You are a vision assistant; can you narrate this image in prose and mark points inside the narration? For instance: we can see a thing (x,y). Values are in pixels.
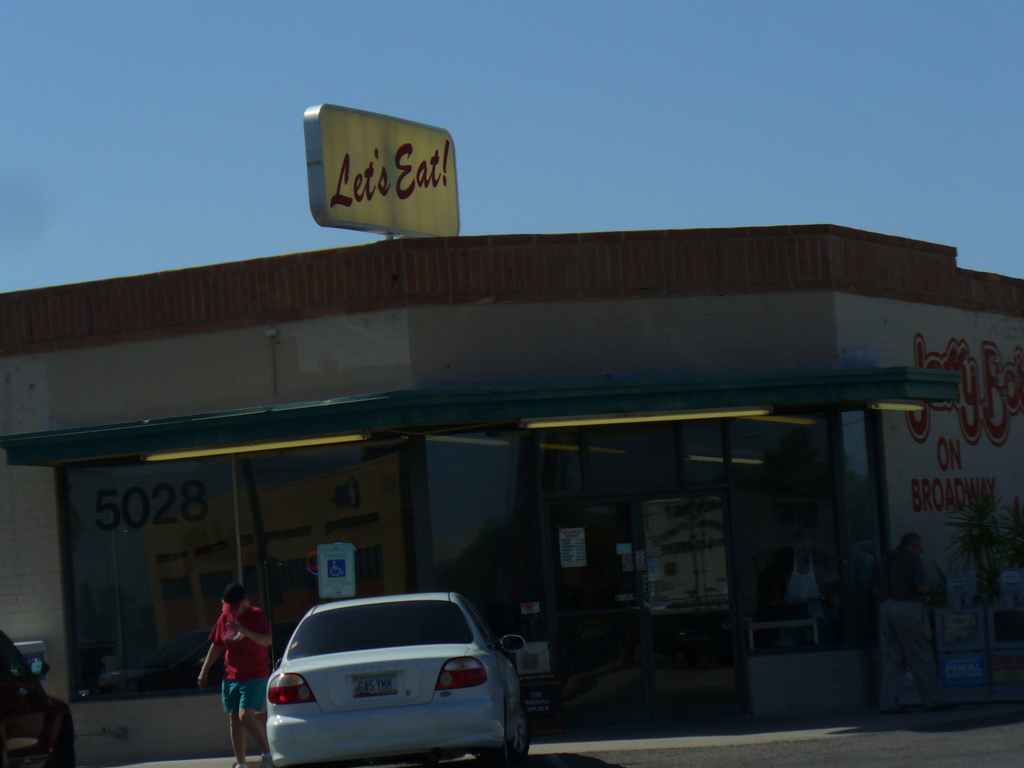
In this image we can see a building (232,484) with doors (696,497) and glass walls (300,535). On the building (946,451) something is written. Also there is a board (339,218) with something written. In front of the building (968,450) there is a car (395,702). Also there is a person (224,646) wearing cap (237,591). There is another car (46,699). On the right side (966,540) there is a plant (988,517) and another person (910,640). Also there are some posters (947,659). In the background (455,47) there is sky (598,140).
